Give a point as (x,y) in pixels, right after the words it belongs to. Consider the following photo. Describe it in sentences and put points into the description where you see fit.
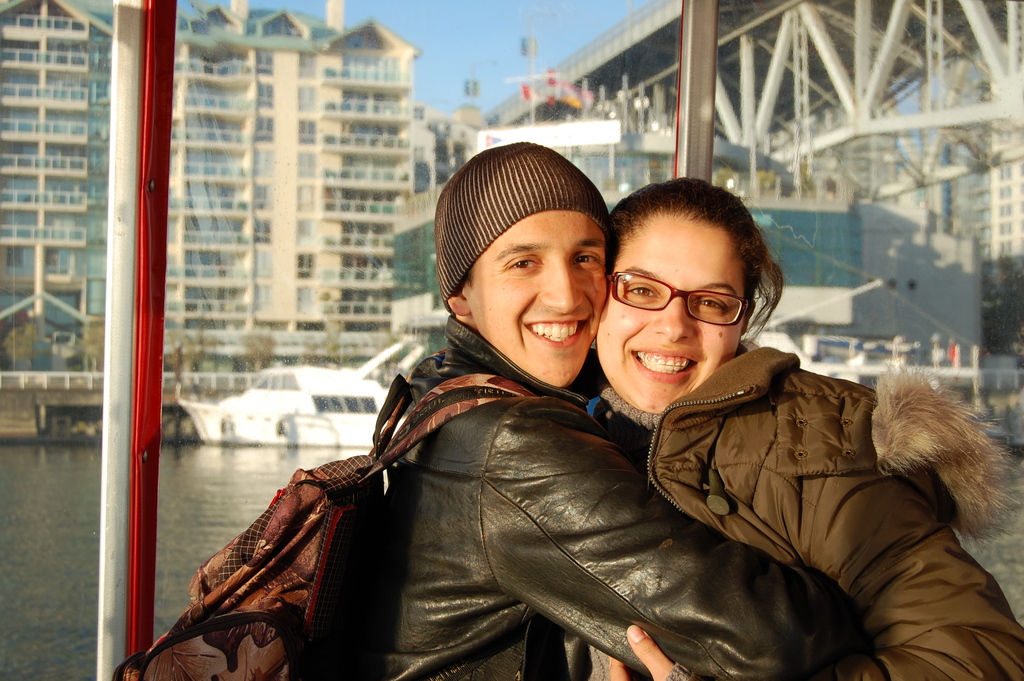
In this image in the foreground (514,447) there is one man (516,501) and a woman (692,503) who are smiling, and in the background (204,328) there is a glass window (649,146) and some buildings (468,147), poles (530,72). And at the bottom (43,572) there is a river (53,561), in that river (255,473) there are some boats (352,396). On the top of the image (438,33) there is sky (471,36).
